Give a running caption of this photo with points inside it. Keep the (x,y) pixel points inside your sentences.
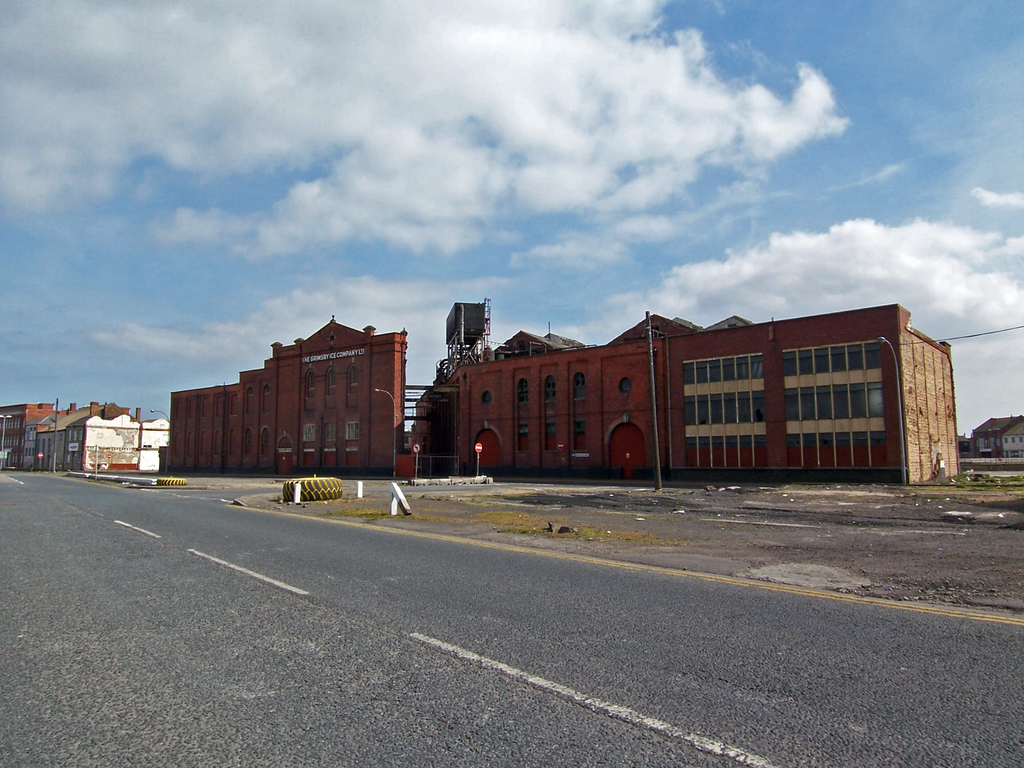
In this picture we can see road (301,599), tyres (322,485), poles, boards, light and buildings (381,354). In the background of the image (319,207) we can see the sky (425,205) with clouds (429,192).
